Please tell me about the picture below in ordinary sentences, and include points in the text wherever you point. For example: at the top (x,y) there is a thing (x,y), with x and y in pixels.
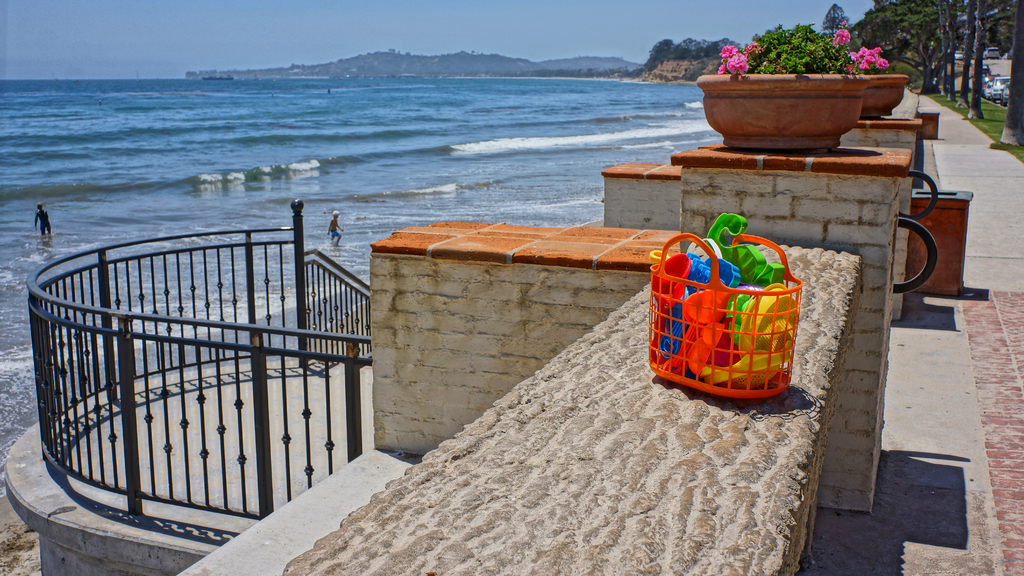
This image in the center (654,379) there is a wall (788,227), and on the wall (774,228) there are flower pots (775,93), plants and a basket (729,308). In the basket (712,264) there are some toys (754,306), and on the right side of the image (970,509) there is a walkway (963,139) and trees (886,22). And on the left side of the image (147,352) there is a railing (353,423) and a beach (258,196), in the beach (91,185) there are some people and in the background (682,73) there are mountains (660,51). At the top (425,36) there is sky (425,36).
